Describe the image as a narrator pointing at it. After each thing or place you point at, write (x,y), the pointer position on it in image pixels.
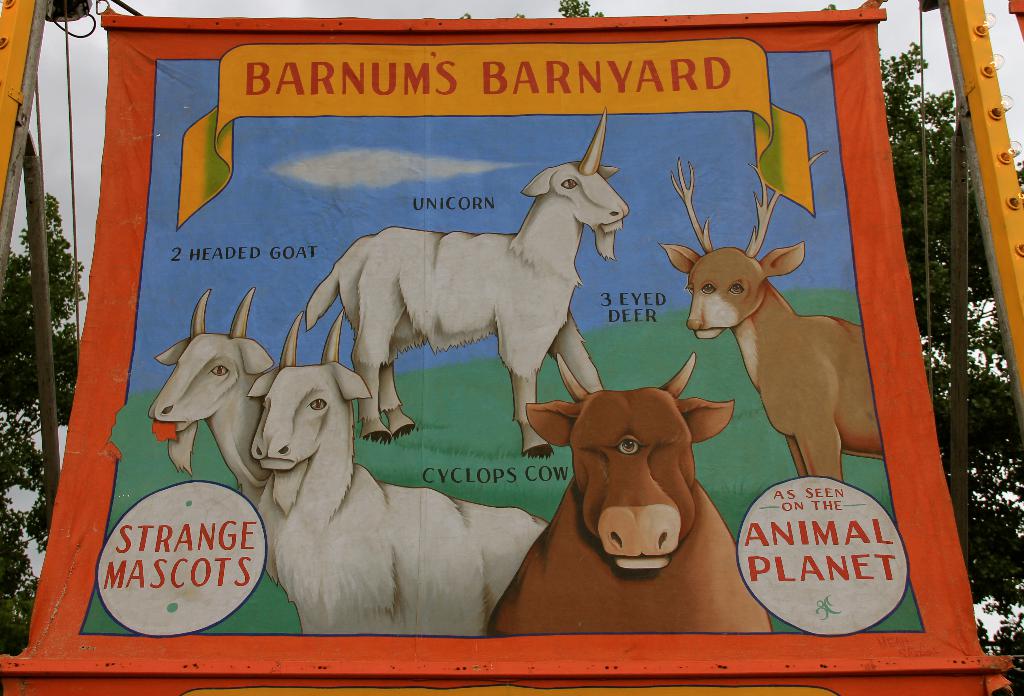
There is a poster (743,266) in the center of the image (370,329) where, we can see animals (490,307) on it and there are trees (979,242), wires (39,148) and sky (58,185) in the background area (70,182).
